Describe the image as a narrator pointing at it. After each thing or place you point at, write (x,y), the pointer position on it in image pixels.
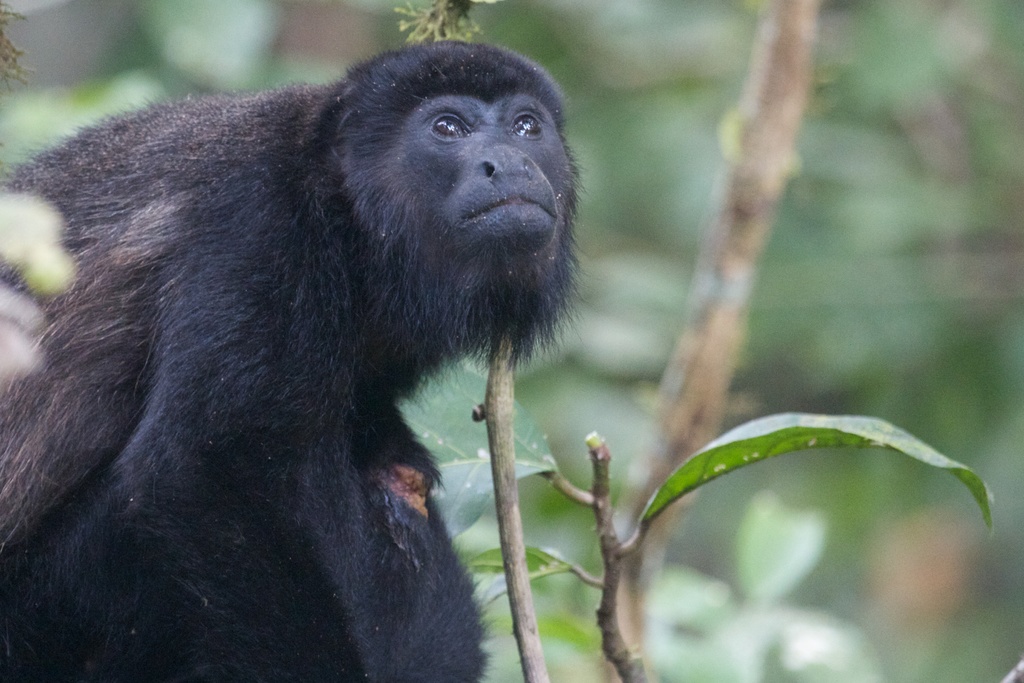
In this image I can see an animal (330,280) in black color. I can see few leaves (894,428) and the blurred background (675,250).
